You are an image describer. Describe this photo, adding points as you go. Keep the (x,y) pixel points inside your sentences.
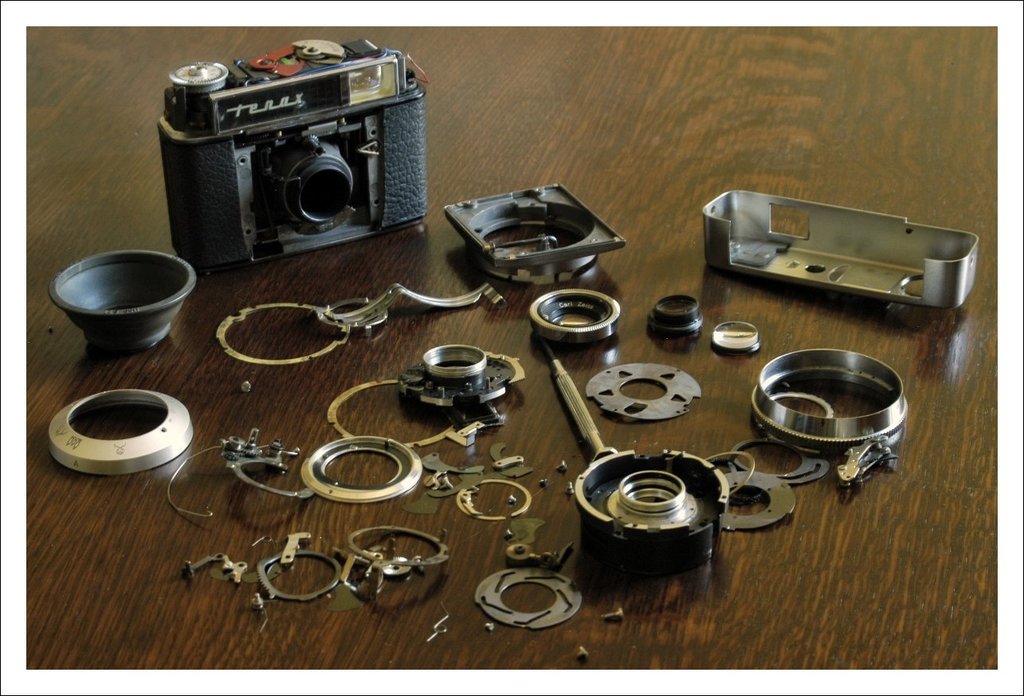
In this image there is a camera (394,85) and few objects (155,305) on the table (762,82).
